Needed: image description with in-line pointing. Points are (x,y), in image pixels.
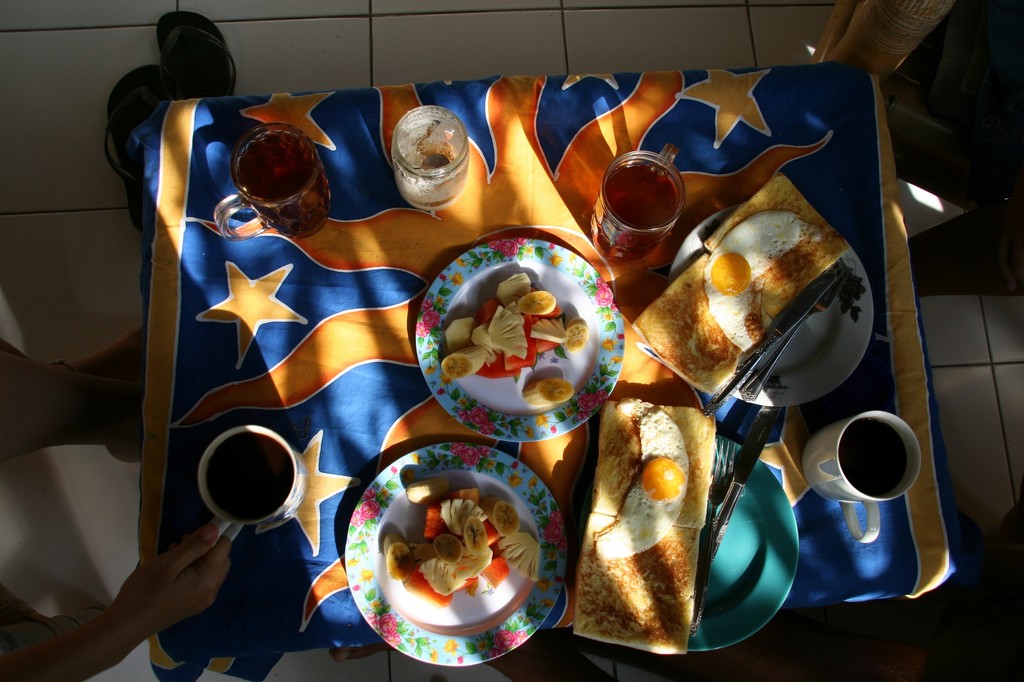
In the picture I can see glasses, food items (517,549) on plates (540,420), knives (753,445) and some other objects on the table (470,375). The table (469,364) is covered with a cloth (273,394). I can also see a person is holding a glass (288,512) in the hand (215,556). On the floor (89,268) I can see footwear's (143,106).
